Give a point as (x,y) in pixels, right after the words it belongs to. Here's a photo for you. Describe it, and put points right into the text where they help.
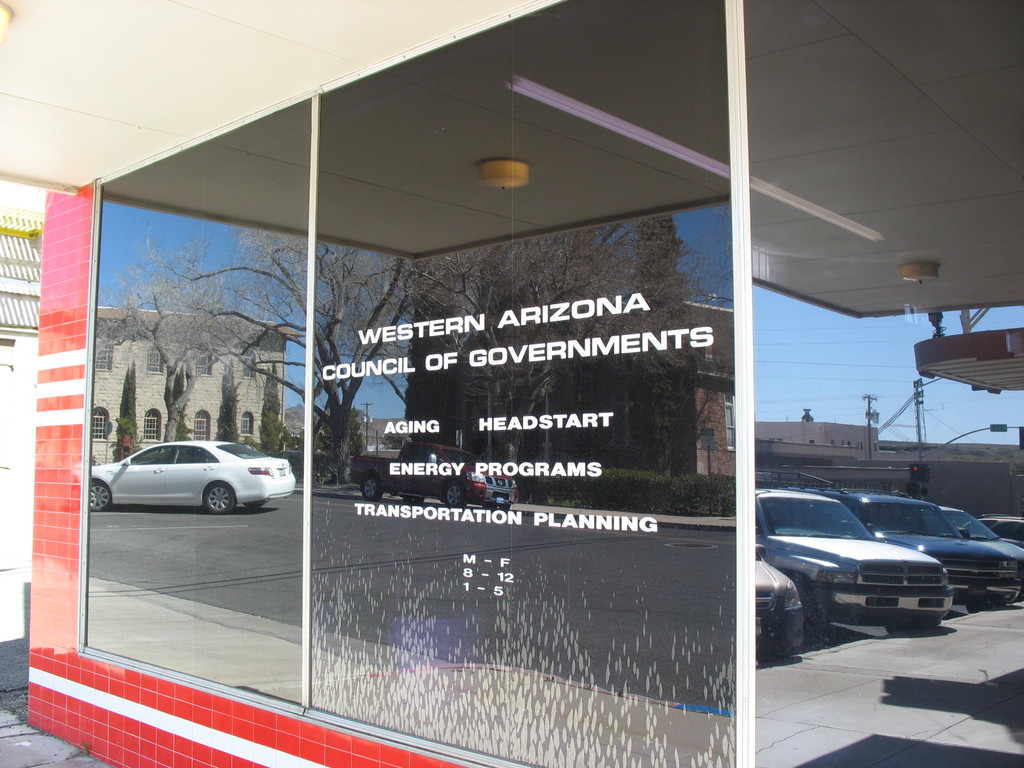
In the image we can see glass windows (603,611) and on the windows (146,494) we can see the reflection (203,624) of vehicles (896,573), buildings (163,368), trees (333,361), electric wires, electric poles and the sky (122,242). Here we can see the text (435,358) on the glass (403,414).
